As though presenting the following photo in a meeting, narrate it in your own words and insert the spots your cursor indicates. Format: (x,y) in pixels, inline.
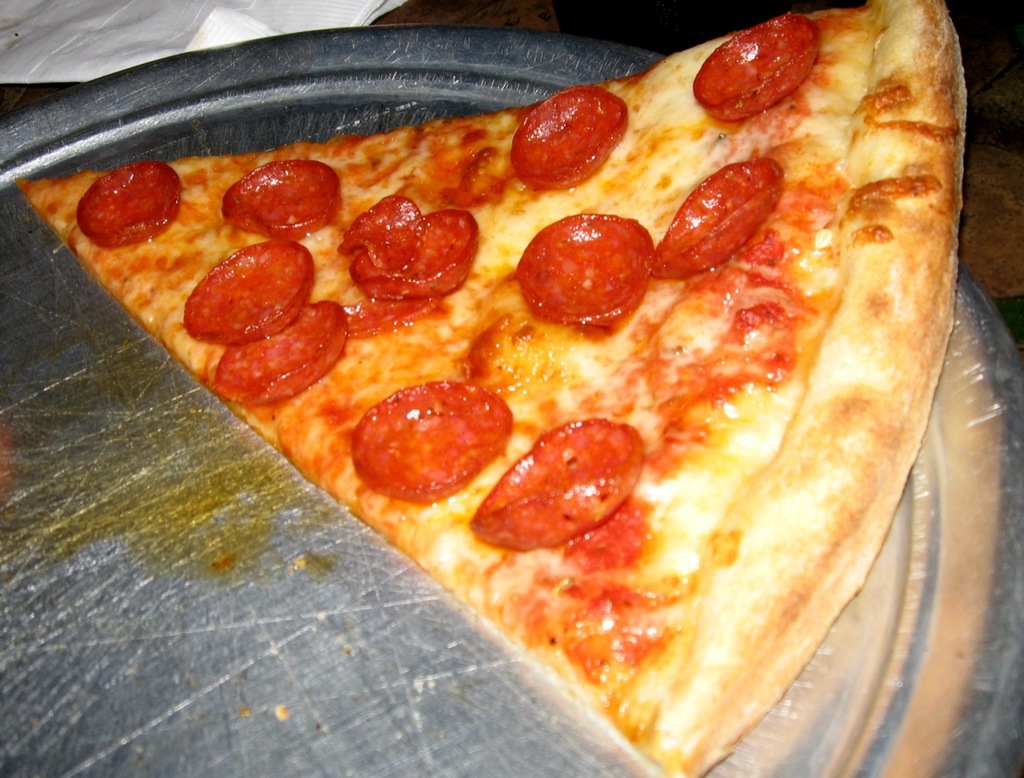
As we can see in the image there is a plate (230,533). In plate (537,56) there is pizza (527,285).
